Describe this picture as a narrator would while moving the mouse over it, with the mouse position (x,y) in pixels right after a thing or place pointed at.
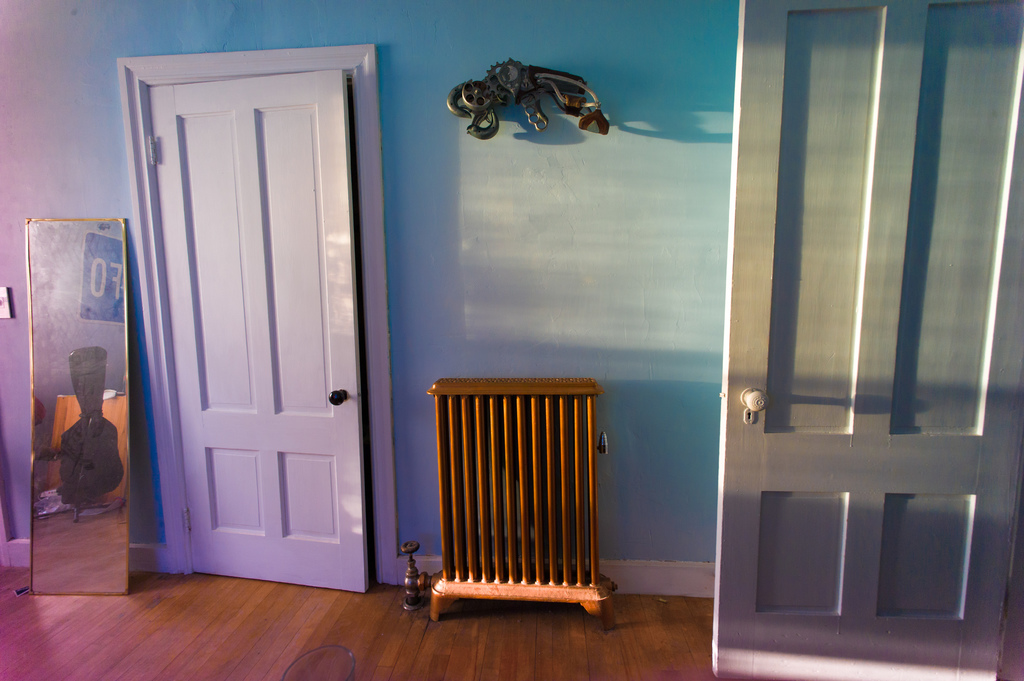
This picture describes about inside view of a room (479,367), in this we can find few doors (197,356) and a mirror (87,367).
